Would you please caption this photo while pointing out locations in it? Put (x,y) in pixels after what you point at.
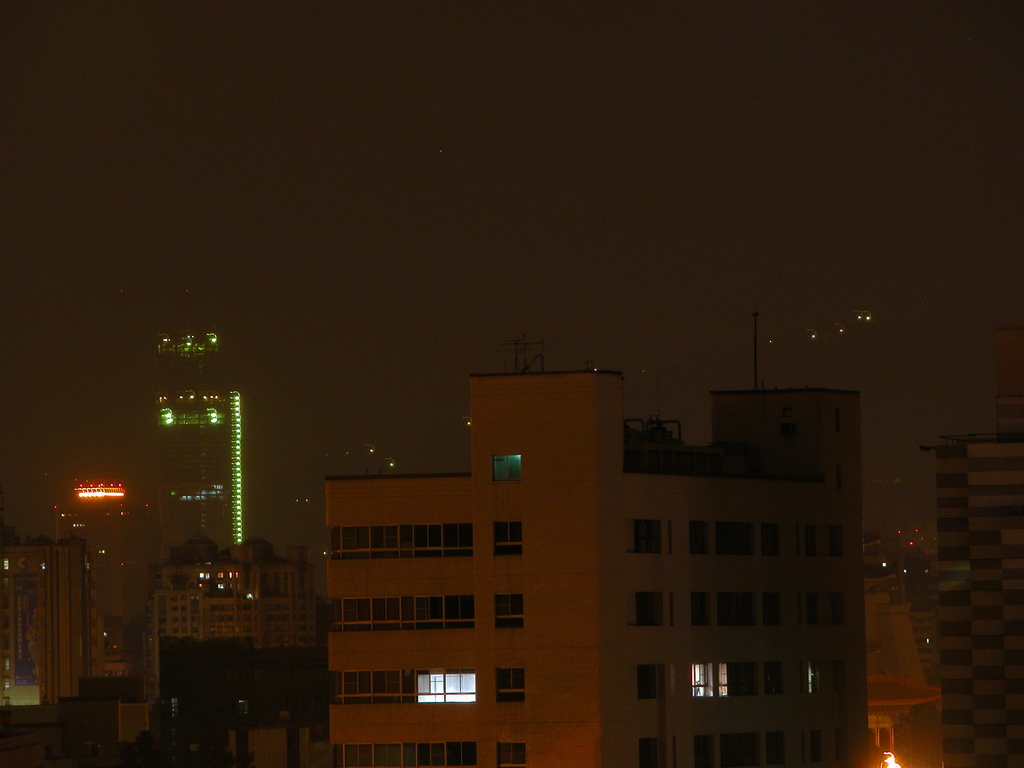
This picture is taken at night time. There are few buildings (527,586). Top of the image (545,111) there is sky (489,128).
